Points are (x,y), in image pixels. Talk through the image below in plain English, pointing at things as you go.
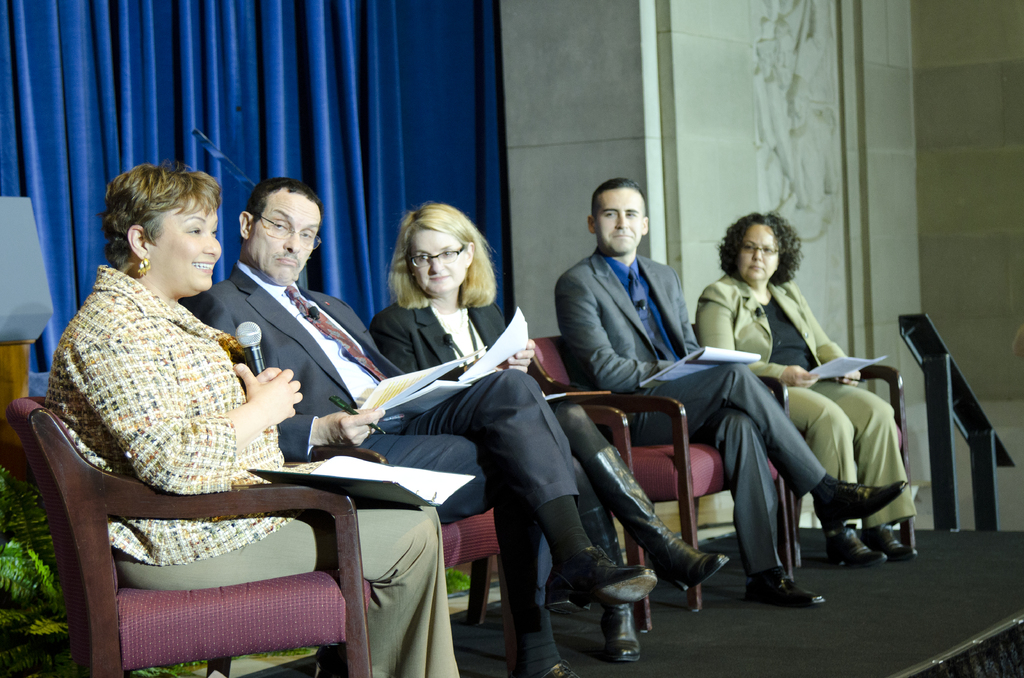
In this image on the left (185,366) there is a woman (156,349) she is smiling her hair (127,242) is short she is sitting on the chair (215,617). On the right (793,367) there is a woman (792,342) her hair (793,246) is short she is holding a paper (836,361). In the middle (510,396) there are three people (577,359) sitting on the chairs (635,448) and staring at a woman (282,538). In the background (542,239) there is a curtain (299,154) and wall (620,128).
